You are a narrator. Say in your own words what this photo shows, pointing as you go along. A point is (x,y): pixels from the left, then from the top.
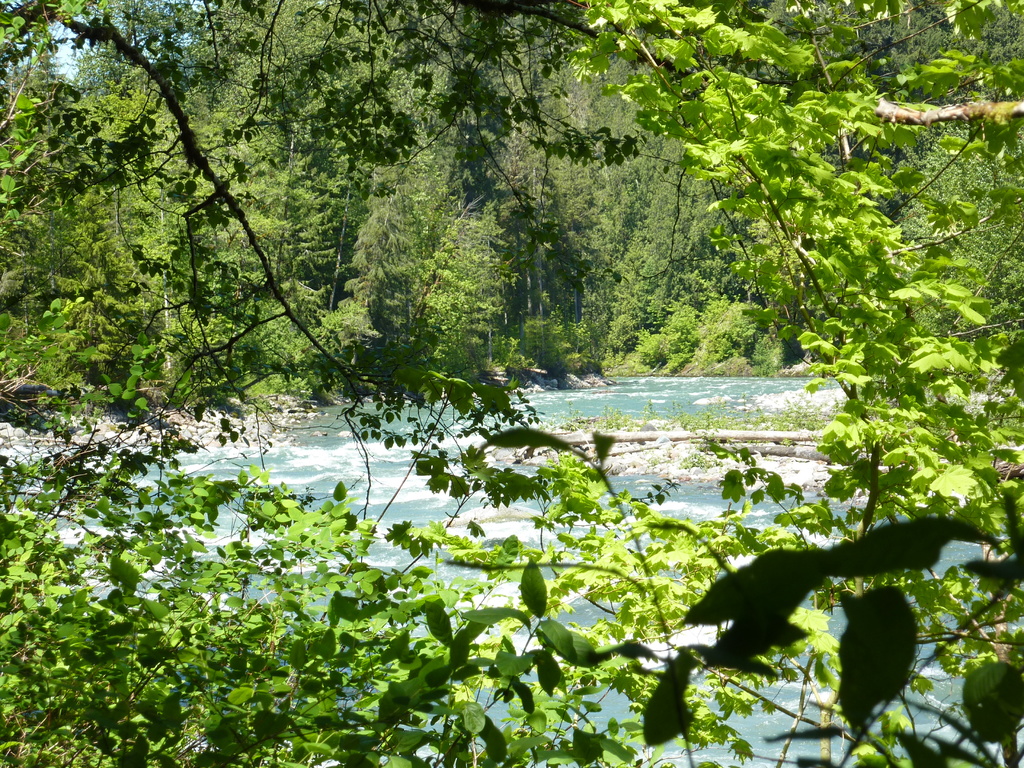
In this picture we can see water (395,449) and trees (274,340). Behind the trees (145,195) there is a sky (66,57).
